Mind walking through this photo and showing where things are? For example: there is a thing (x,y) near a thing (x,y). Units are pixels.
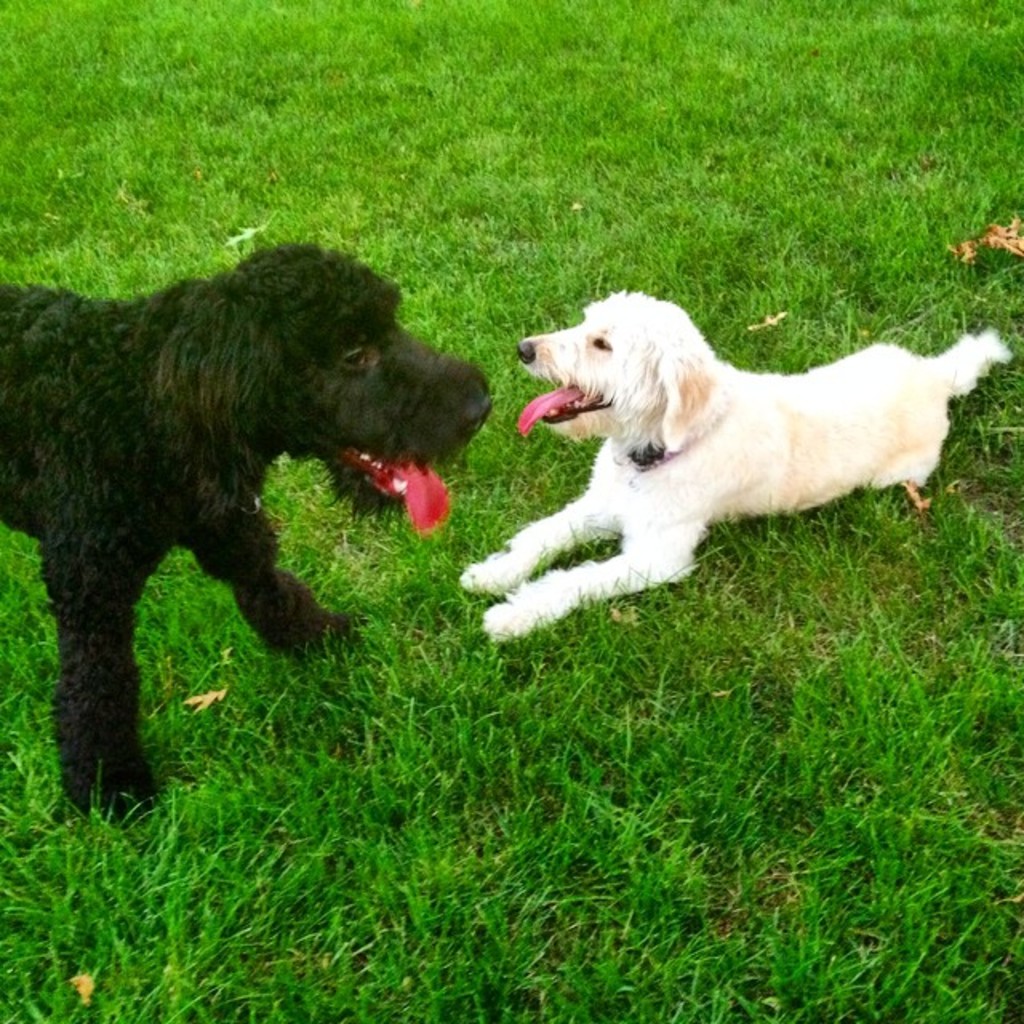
In this picture we can see grass (461,819) at the bottom (501,809), there is a black color dog (344,622) on the left side (232,452), we can see a white color dog (618,456) on the right side (706,446).
